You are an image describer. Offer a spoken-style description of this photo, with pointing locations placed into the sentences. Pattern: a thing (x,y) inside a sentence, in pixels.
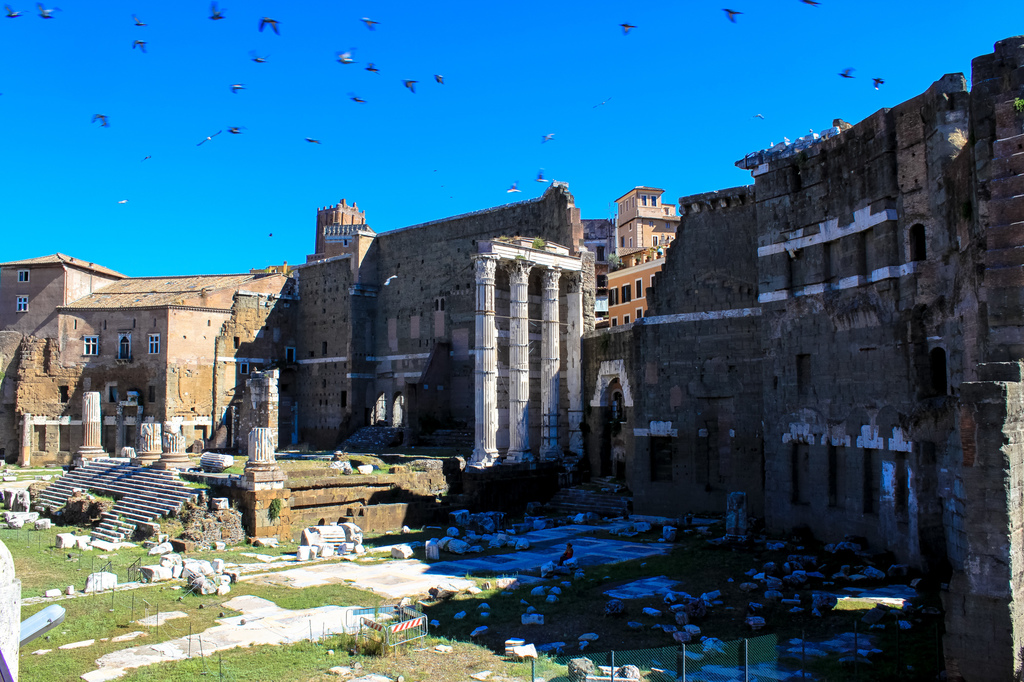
In this image there is the sky (576,137) towards the top of the image (389,134), there are birds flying in the sky (453,94), there are buildings (332,326), there are pillars (273,386), there is a person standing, there is staircase (114,472), there are stones (199,566) on the ground (509,632), there is grass (164,598), there is a fence (716,672) towards the bottom of the image (753,664), there is a light (53,624) towards the left of the image (24,625), there are windows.
